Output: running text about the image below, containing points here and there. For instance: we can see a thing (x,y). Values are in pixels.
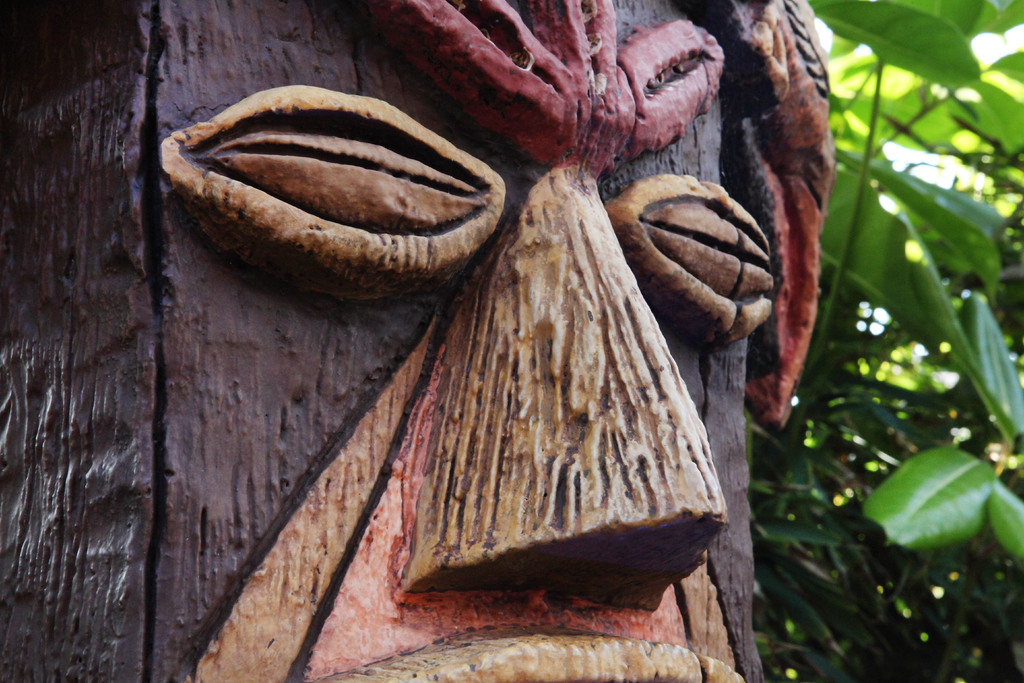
In this image I see the wooden art (502,316) of a face (518,268) and I see the plants (847,321) over here which are of green in color.
